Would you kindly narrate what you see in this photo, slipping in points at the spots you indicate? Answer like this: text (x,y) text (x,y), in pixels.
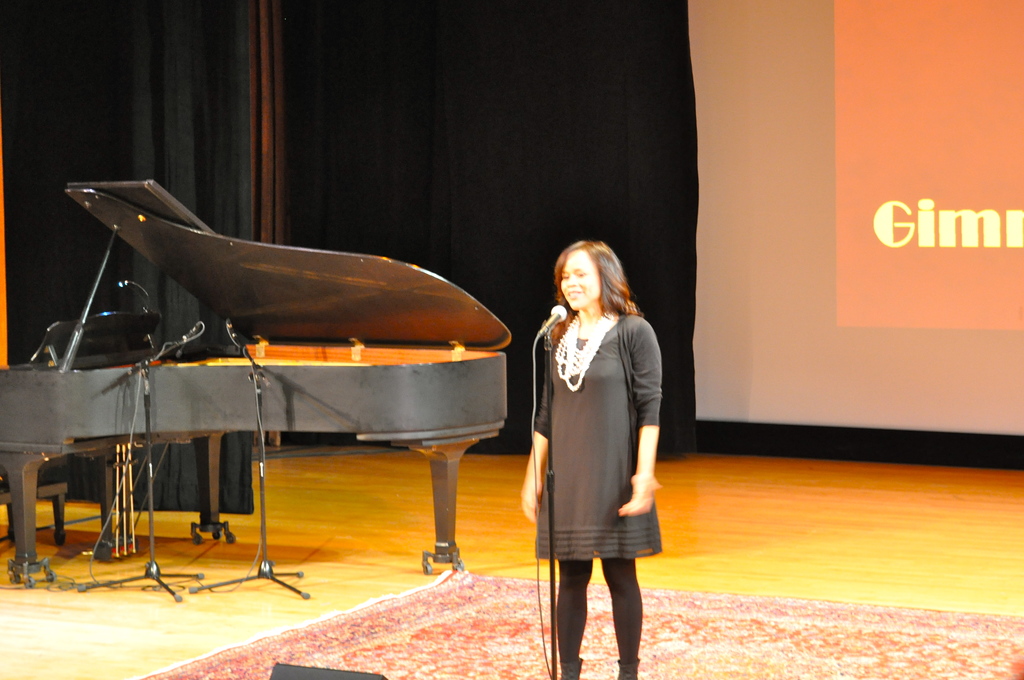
This person (592,474) standing. There is a microphone (553,318) with stand (546,336). This is musical instrument (162,371). On the background (910,313) we can see screen (937,363). This is floor (863,569).
